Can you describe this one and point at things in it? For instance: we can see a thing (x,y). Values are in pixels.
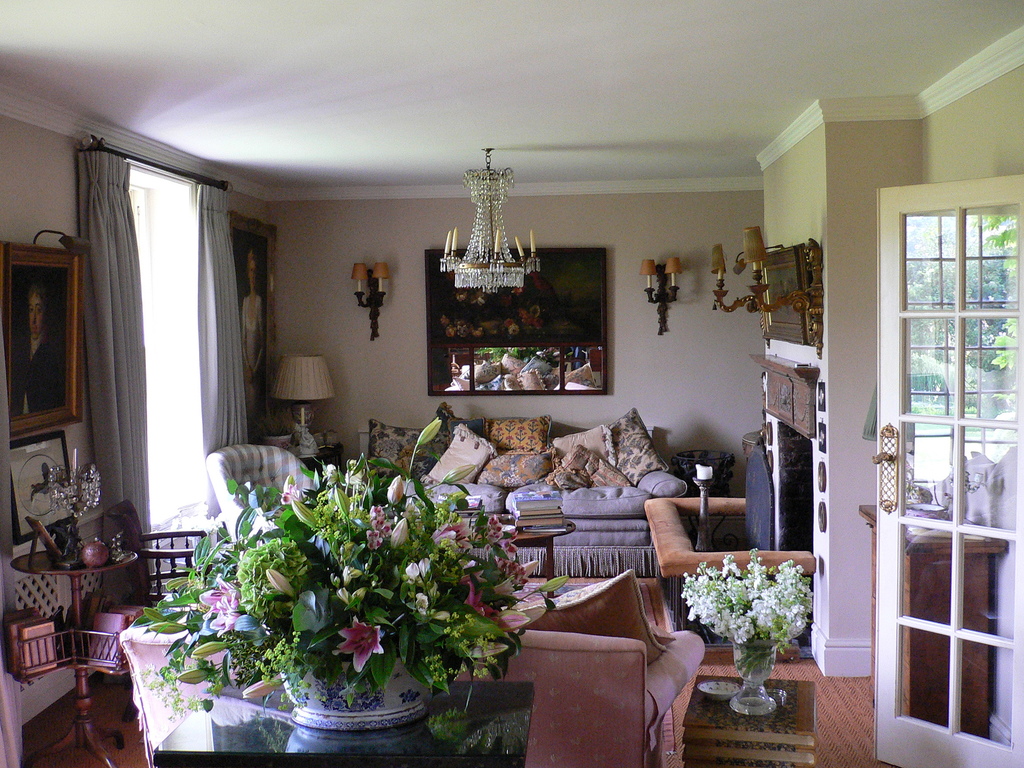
The image is inside the room (548,561). In the image on right side (919,437) there is a door (878,434) and few photo frames (779,272), on left side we can also see a table (332,454). On table (330,442) there are lamp (318,388), cup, photo frames (252,383), curtains (224,418) in middle (561,477) there is a table (383,752) on that we can see flower pot (377,698), plants (458,610), flowers (402,524), couch (472,488), pillows (587,475) on top (444,90) there is a roof (447,102).
